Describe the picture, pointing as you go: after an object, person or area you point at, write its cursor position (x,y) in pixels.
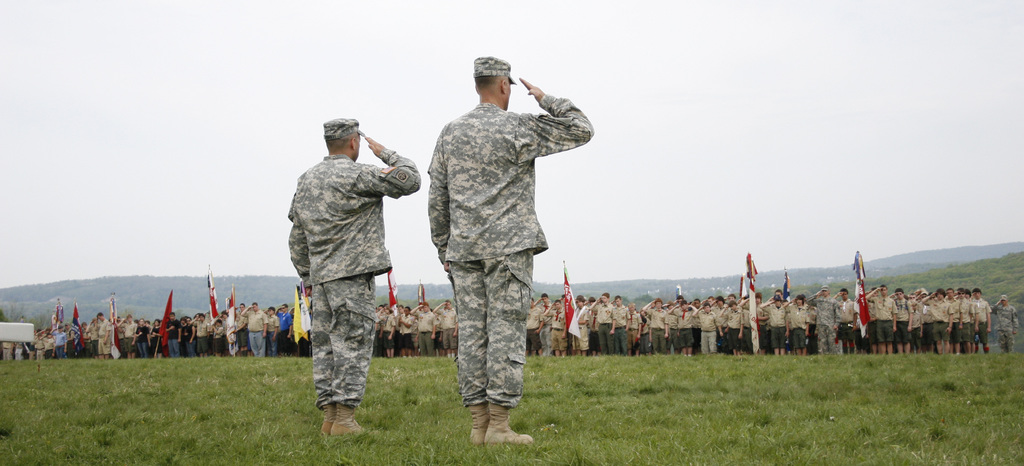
In the image we can see a group of people (875,317) standing and saluting. In between the people (609,344) there are some flags (110,300). They all are standing on grass (198,365). In the background (182,296) there is a hill (157,293). On the top (164,138) there is a sky (162,161). In the front (566,142) there are two people (346,157) standing and saluting.
